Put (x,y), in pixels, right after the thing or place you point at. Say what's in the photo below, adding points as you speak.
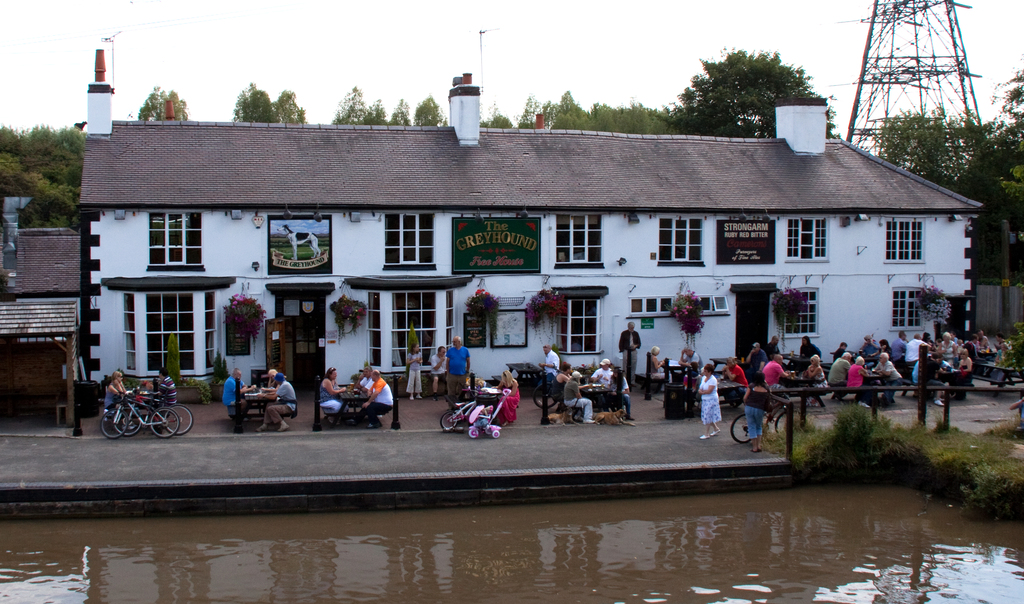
There is a pond (465,563) at the bottom of this image (609,563), and there are some persons (225,387) sitting on the chairs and there are some bicycles (151,411) as we can see at the top side of this pond (562,563), and there is a house (869,306) in the middle of this image (464,322), and there are some trees (436,111) in the background (58,151). There is a tower (925,108) on the right side of this image (891,111) and there is a sky (216,44) at the top of this image (234,33).
